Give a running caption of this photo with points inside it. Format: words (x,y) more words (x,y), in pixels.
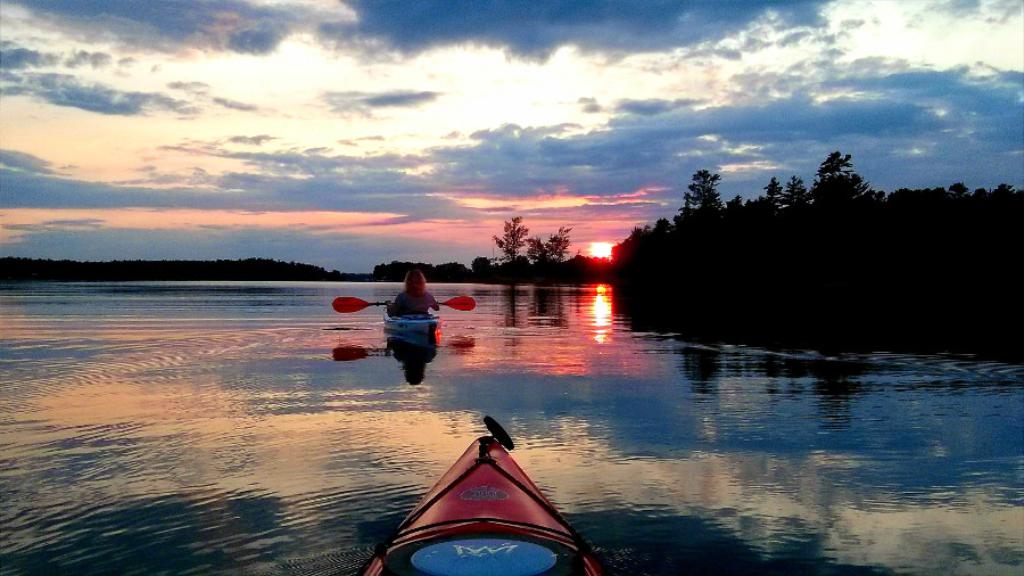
This is the picture of a river (769,412). In this image there are boats (470,541) on the water (431,427) and there is a person (423,278) sitting on the boat (411,329). At the back (503,263) there are trees (993,297). At the top (504,94) there is sky (512,102) and there are clouds (287,183) and there is a sun (608,247). At the bottom (672,475) there is water (664,447).
